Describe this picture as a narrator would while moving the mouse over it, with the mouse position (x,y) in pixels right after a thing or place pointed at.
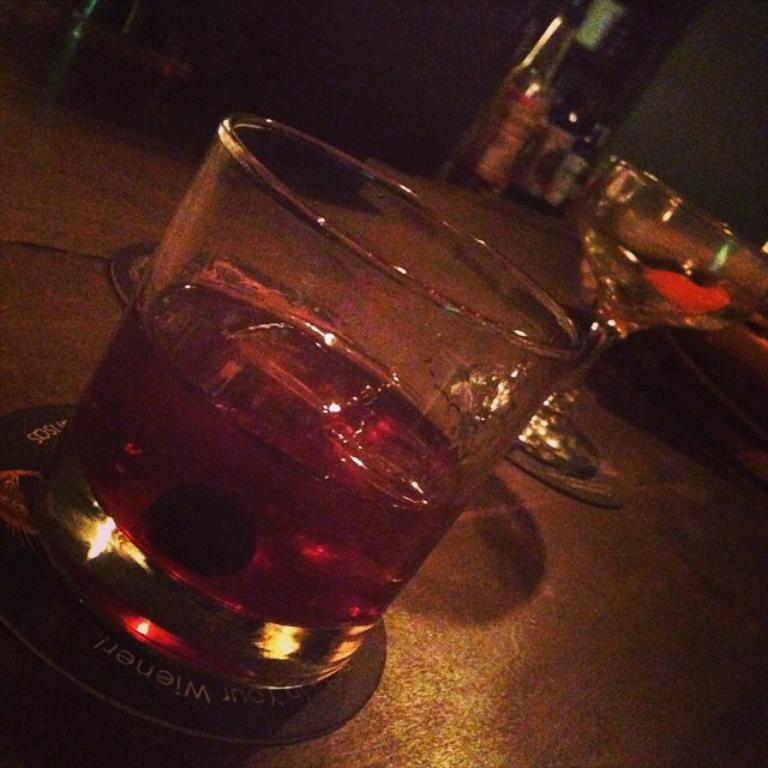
On the table (546,621) to the front (231,535) corner there is a glass (318,352) with wine (272,543) in it. And to the right side (649,309) there is another glass (679,279) with some liquid (631,282) in it. And behind table (507,199) to the top right corner (524,143) there are three bottles (540,118).
